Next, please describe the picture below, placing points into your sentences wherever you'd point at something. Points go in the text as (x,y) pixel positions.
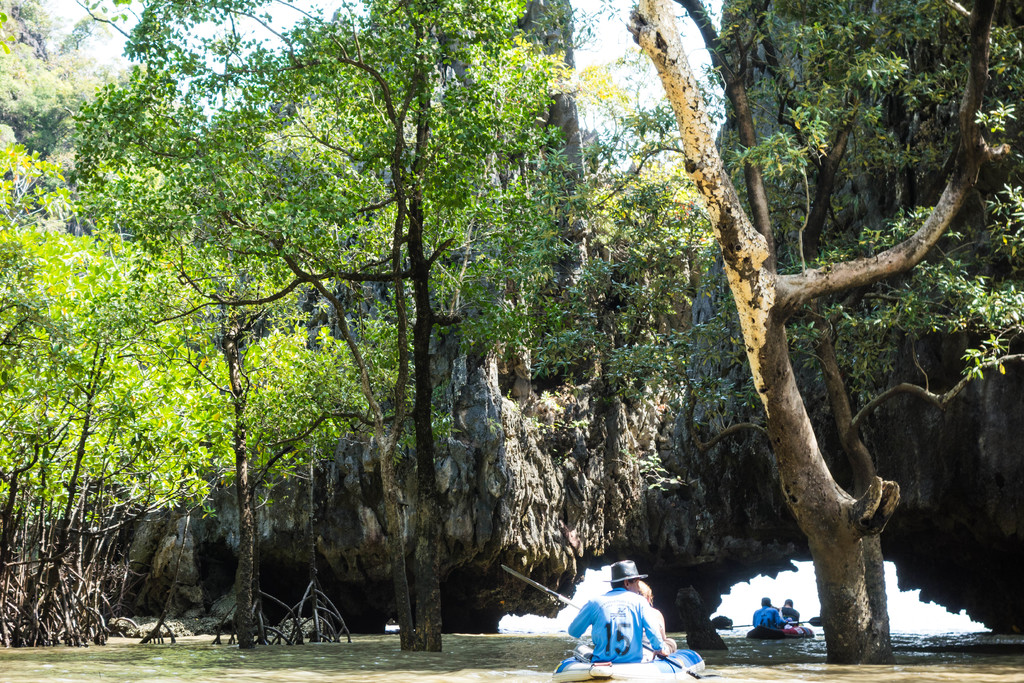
In this image I can see few people (596,623) sitting on the boat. These people (645,634) are wearing the different color dresses (637,624) and I can see one person (625,586) wearing the cap (627,583). These people (606,631) are on the water (385,648). In the background (502,426) there are many trees (51,365), rocks (463,366) and the sky (279,41).
